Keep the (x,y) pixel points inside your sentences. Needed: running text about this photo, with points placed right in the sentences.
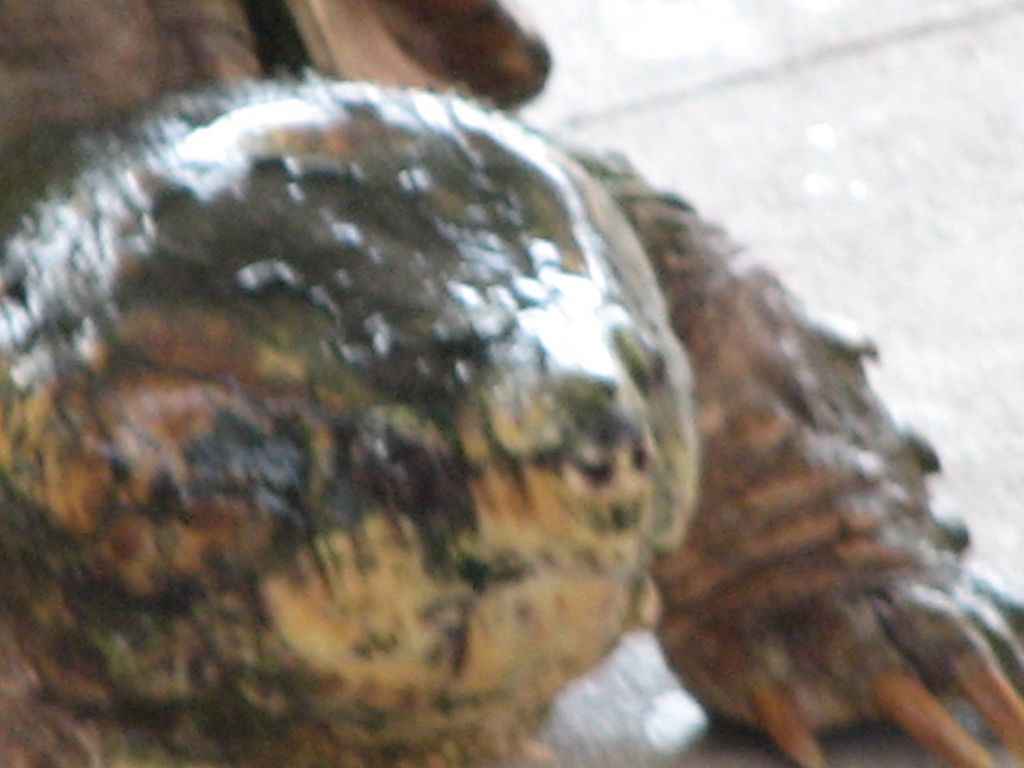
In this picture, it looks like an animal (511,468). Behind the animal (218,354), there is the blurred background (833,130).
